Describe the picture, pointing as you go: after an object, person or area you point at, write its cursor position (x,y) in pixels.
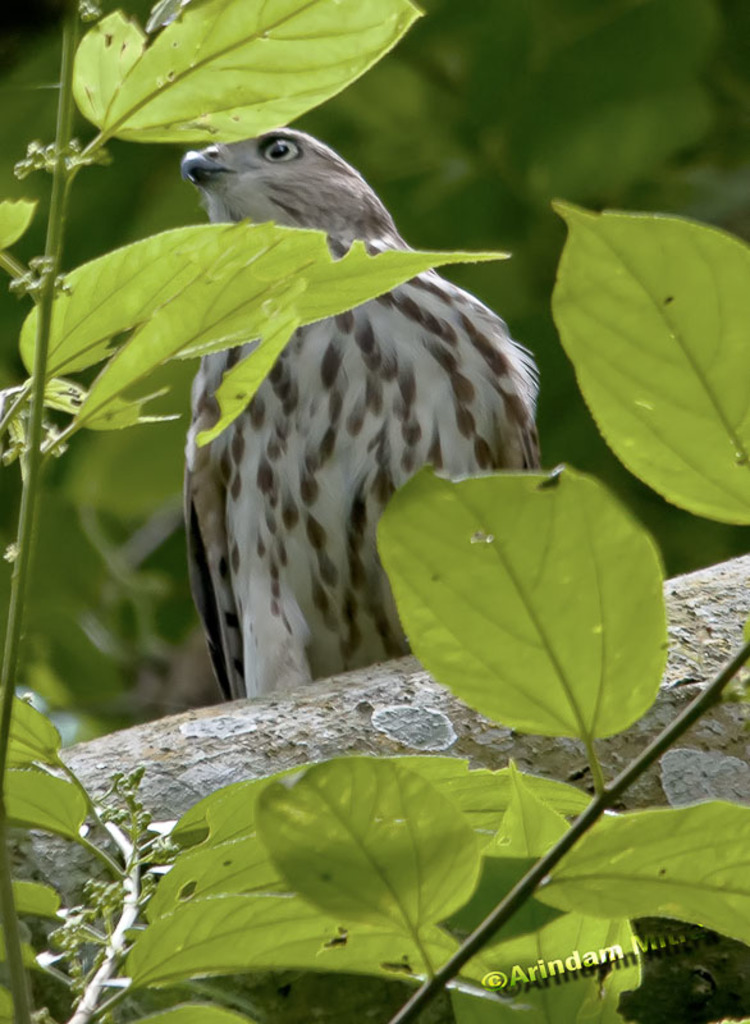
In this image there is a tree (228,777) on that tree (745,614) there is an eagle (466,467), in the background (144,479) it is blurred, in the bottom right (616,958) there is text (648,942).
